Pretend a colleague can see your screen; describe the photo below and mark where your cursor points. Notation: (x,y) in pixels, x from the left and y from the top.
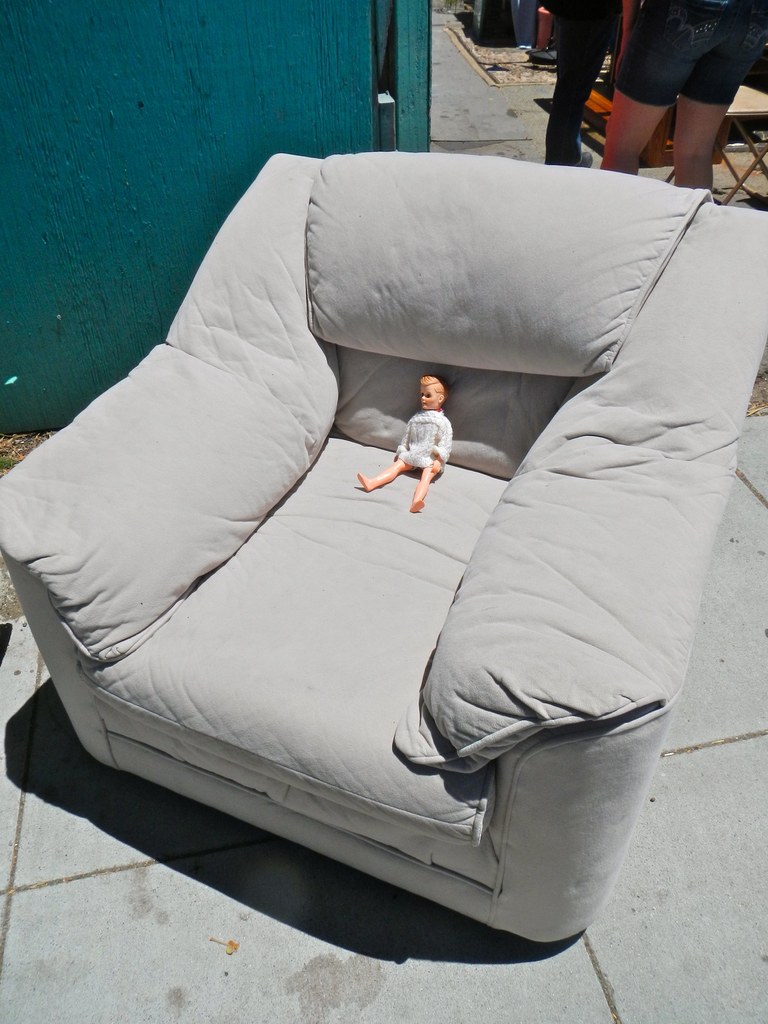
There is a toy (444,431) in the grey sofa (359,378) and there are two people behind the sofa (572,239).
